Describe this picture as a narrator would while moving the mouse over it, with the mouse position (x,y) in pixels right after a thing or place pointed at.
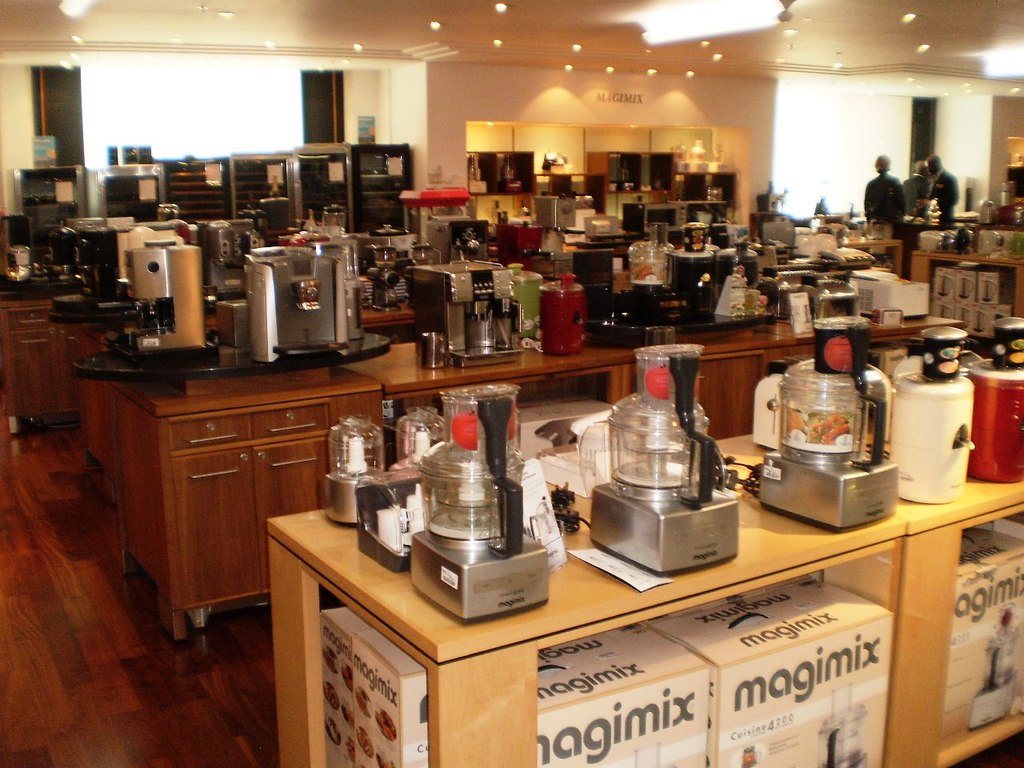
In this image we can see a group of electronic gadgets (756,255) on the tables (353,390). Behind the gadgets (408,187) we can see a wall (881,140). On the top right (879,189), we can see persons (926,186). At the top (828,61) we can see the roof (799,64) and lights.
